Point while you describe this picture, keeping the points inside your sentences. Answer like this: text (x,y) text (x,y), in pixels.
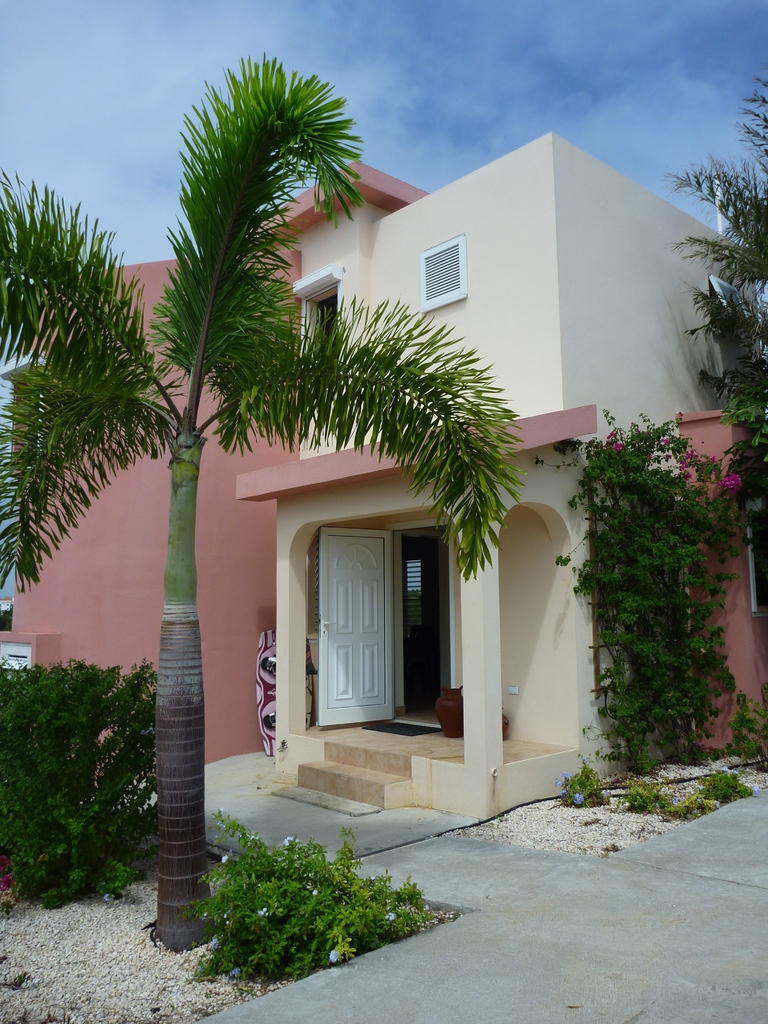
Here I can see a building (556,612) along with the pillars (282,648), windows (336,314) and doors (363,672). In front of this building (316,742) there are plants (270,917) and trees (171,607). At the top of the image (533,61) I can see the sky (498,36).
